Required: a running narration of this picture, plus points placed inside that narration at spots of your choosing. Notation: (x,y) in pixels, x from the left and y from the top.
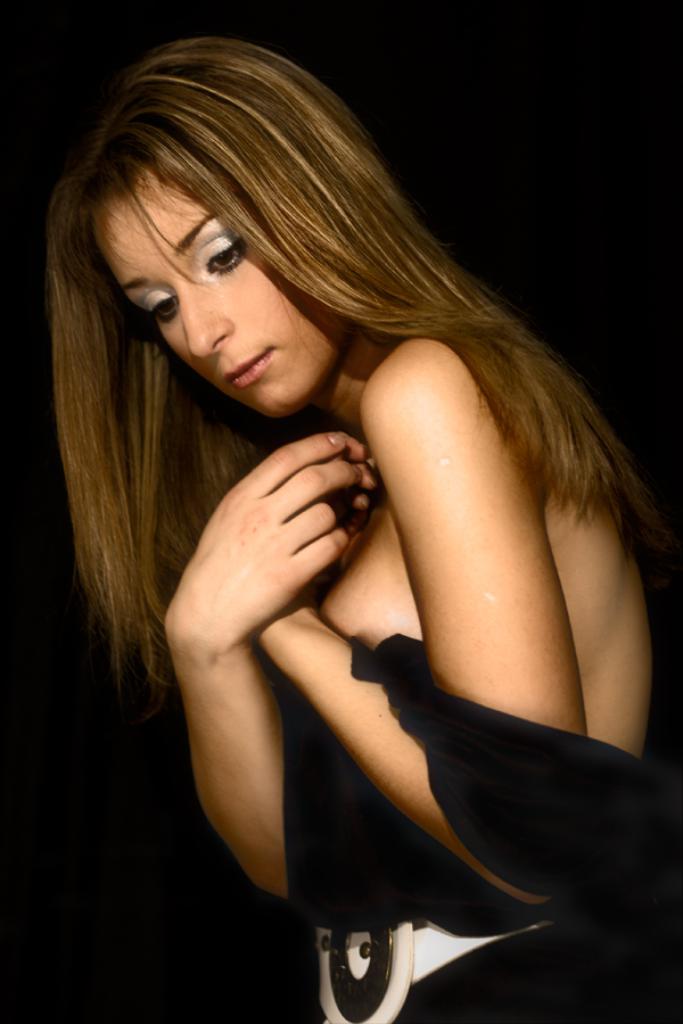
In this image in the foreground (358,729) there is one woman (396,476).
